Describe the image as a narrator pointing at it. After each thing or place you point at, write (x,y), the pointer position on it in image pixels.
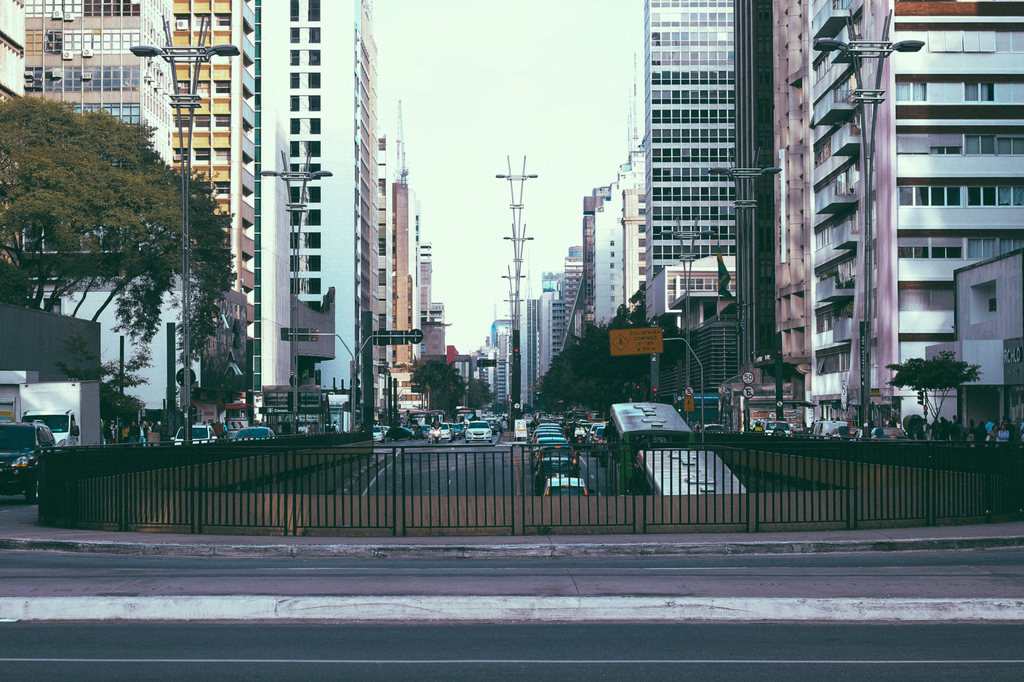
In front of the image there is a road (440,630), beside the road (430,562) there is a metal grill fence (223,476), in back of the fence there are a few vehicles (627,434) passing on the road (419,441), on the either side of the road (403,441) there are lamp posts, sign boards (376,337), traffic lights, trees (199,262) and buildings (640,221).
